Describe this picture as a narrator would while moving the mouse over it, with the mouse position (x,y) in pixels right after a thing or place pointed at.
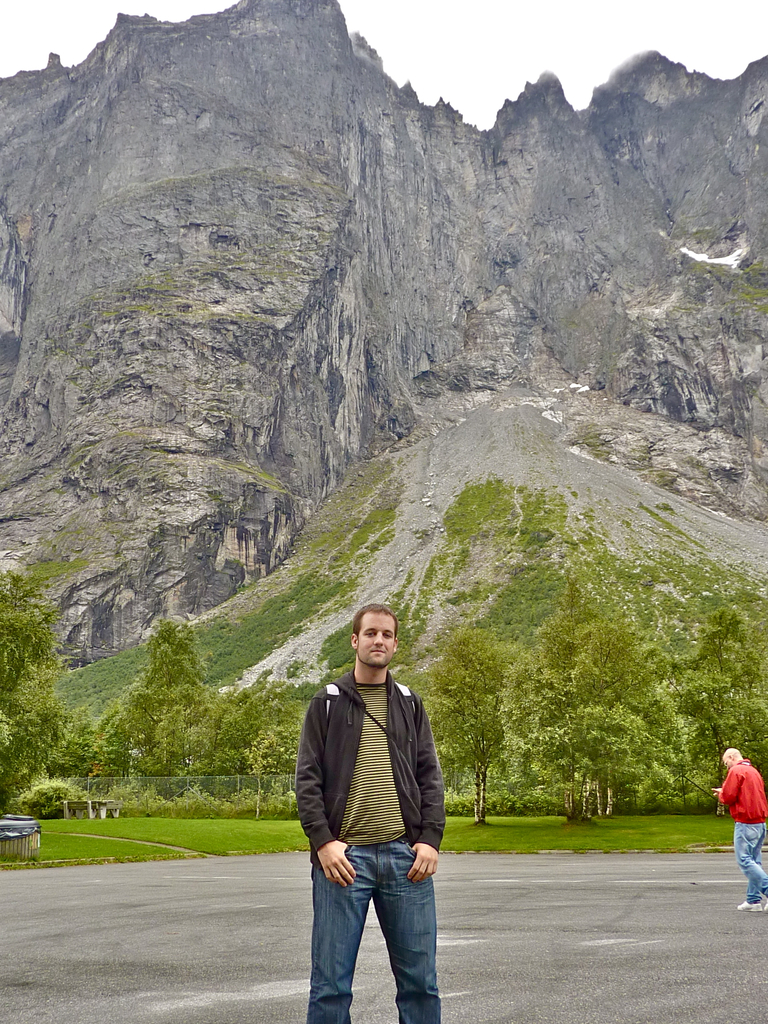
In this image person (371,675) wearing a jacket (339,746) is standing on the road (450,905). Right side (758,791) a person (743,785) wearing red jacket (731,796) is walking on the road (601,854). Behind them there are few trees (46,776) and plants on the grass land (170,833). Top of image (142,315) there is hill (342,203) and sky (468,99).
